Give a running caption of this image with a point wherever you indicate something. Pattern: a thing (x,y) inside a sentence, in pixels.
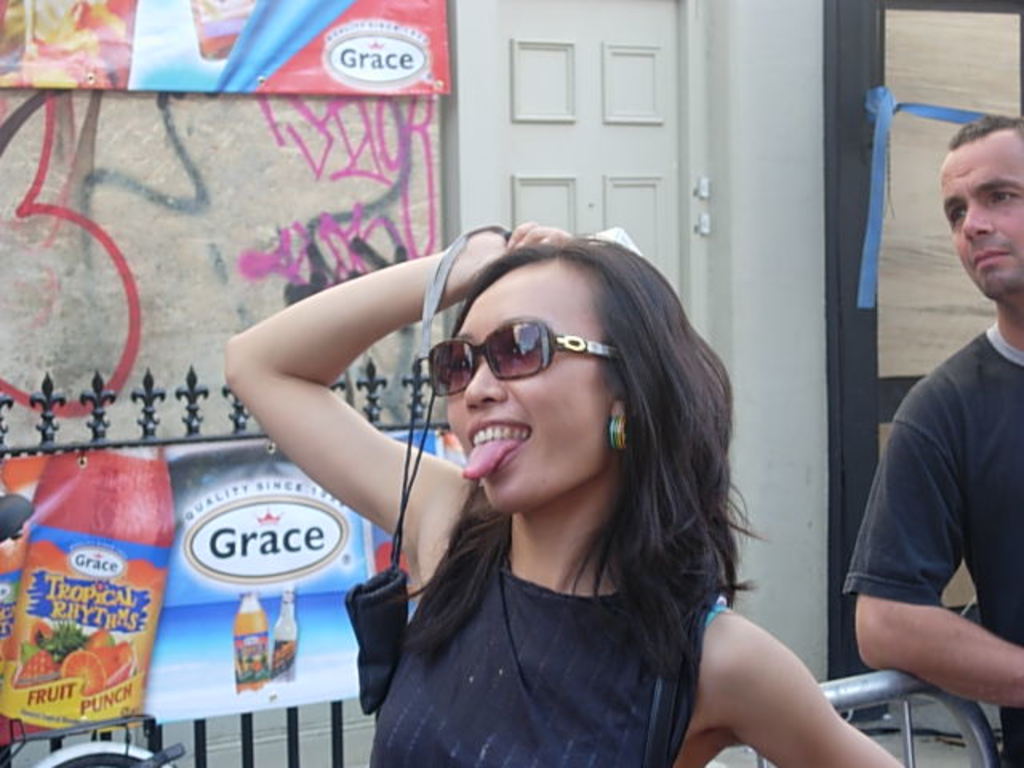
A woman (582,562) is standing wearing goggles (506,377) and holding a pouch (372,594). There is a fence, banners (330,62), spray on the wall (60,331) and a door (530,144) at the back (528,194). A person (945,404) is standing on the right (978,426) wearing a black t shirt (948,445).
